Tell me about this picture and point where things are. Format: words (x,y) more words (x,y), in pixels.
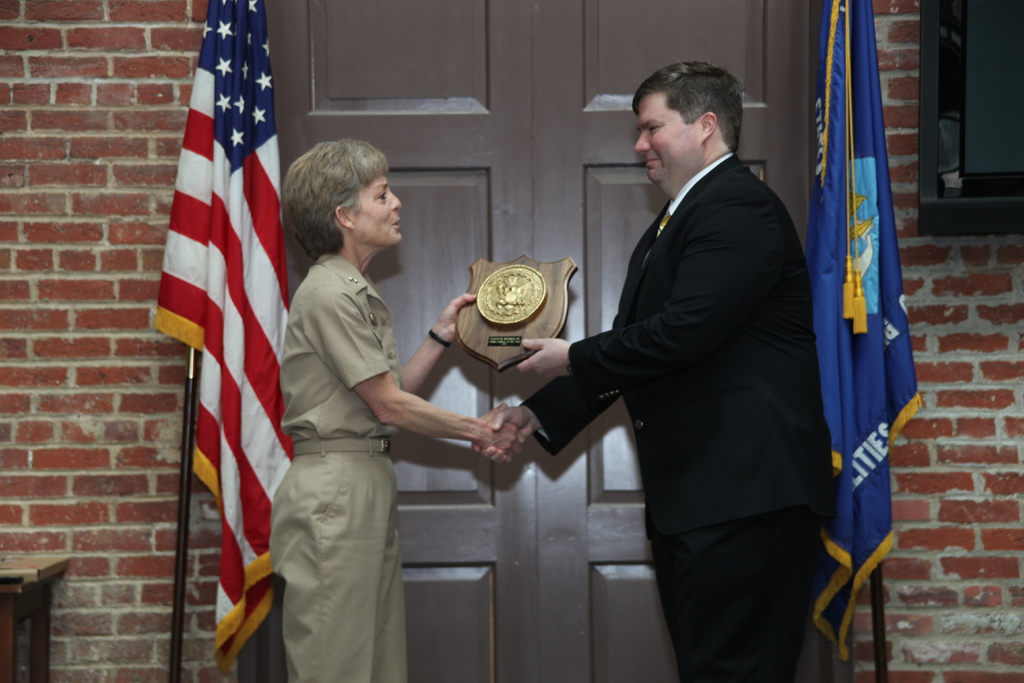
Here I can see two persons (346,421) standing, shaking their hands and smiling by looking at each other. They are holding a wooden object (499,325) in their hands (562,347). On the right (861,274) and left side of the image (253,255) there are two flags (197,230). In the background (529,90) there are two doors (492,109) to a wall (98,195). In the top right-hand corner (968,132) there is a monitor (976,73) attached to the wall (953,409). In the bottom left-hand corner (30,600) there is a table (42,622).
